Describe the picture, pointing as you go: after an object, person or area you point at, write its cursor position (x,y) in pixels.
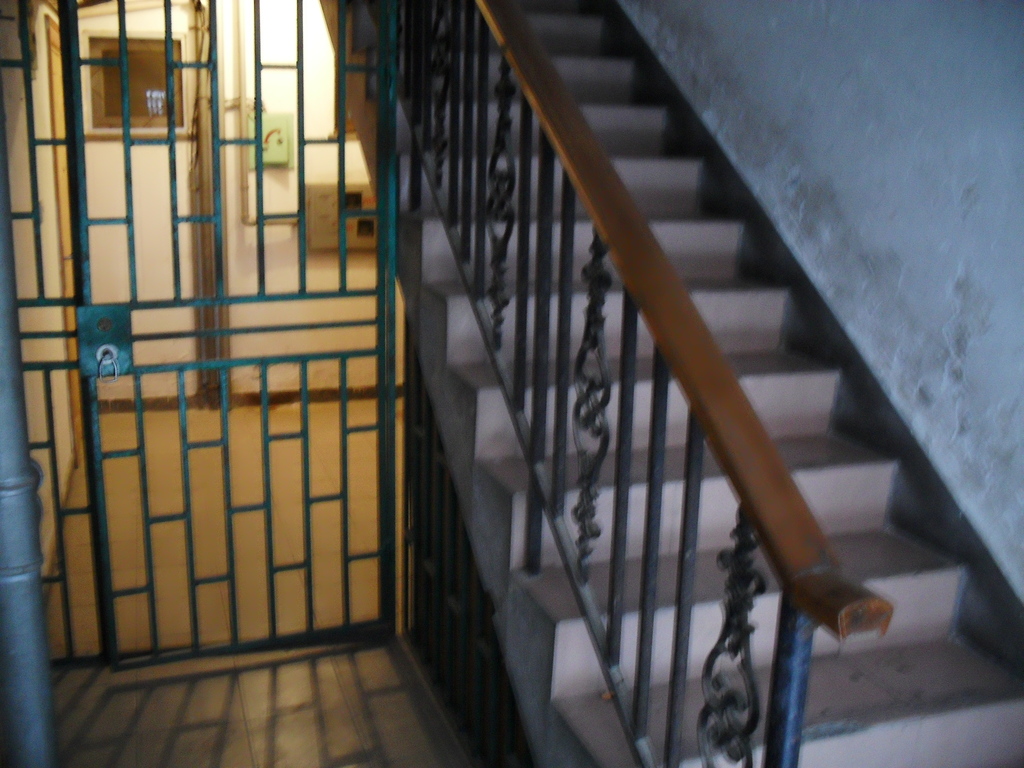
This picture might be taken inside the house (646,426). In this image, on the right side (751,285), we can see a staircase (872,541) and metal rods (620,416). On the left side (280,300), we can see a gate (173,333). In the background (266,176), there is a wall (279,243) and some boxes (349,193), window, we can also see a pole (32,677) on the left side (37,684).
